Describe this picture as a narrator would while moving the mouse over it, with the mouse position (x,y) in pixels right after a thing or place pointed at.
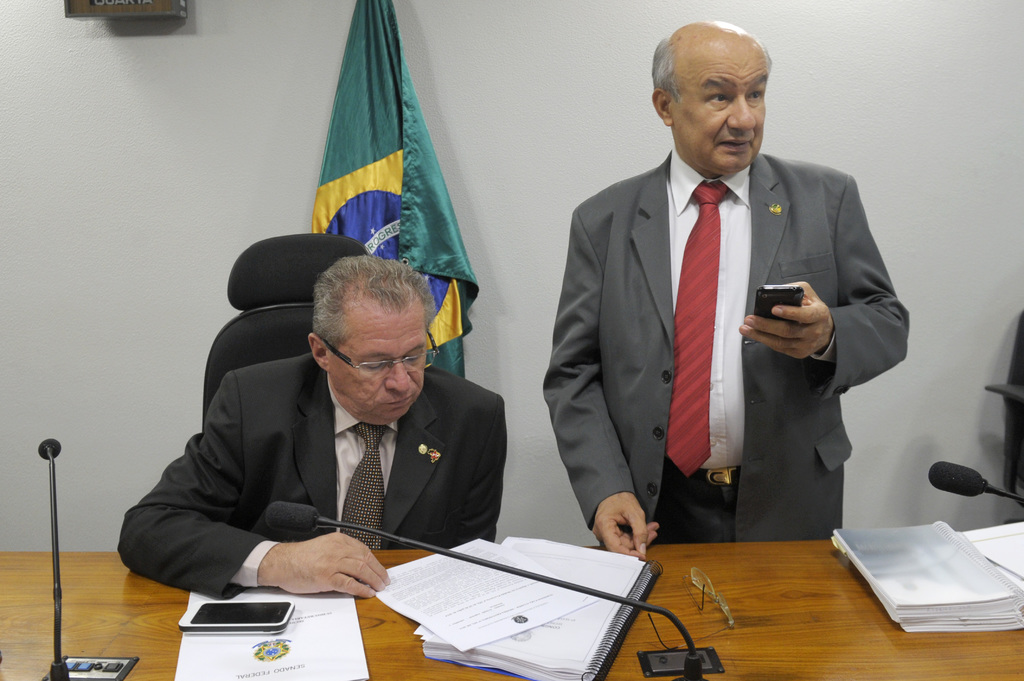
In this picture I can see there is a man (327,286) sitting here and there is a table (371,654) here in front of him, it has some books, papers (340,648) and there is a microphone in front of him. In the backdrop (537,88) I can see there is a flag (379,28) and a wall (143,207).
